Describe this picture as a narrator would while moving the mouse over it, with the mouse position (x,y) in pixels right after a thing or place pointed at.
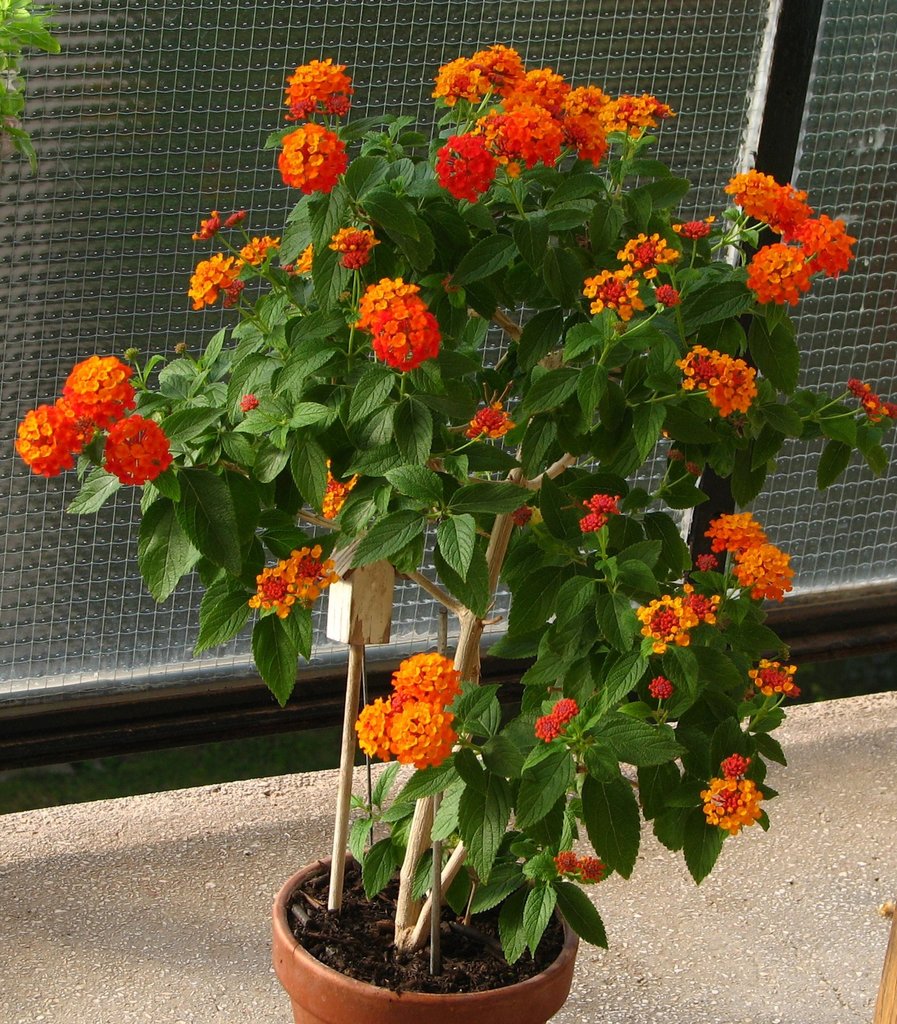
In the center of the image (574,343) there is a flower plant (485,530). At the bottom of the image (159,985) there is a pot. In the background of the image (162,639) there is glass fencing (744,46).
